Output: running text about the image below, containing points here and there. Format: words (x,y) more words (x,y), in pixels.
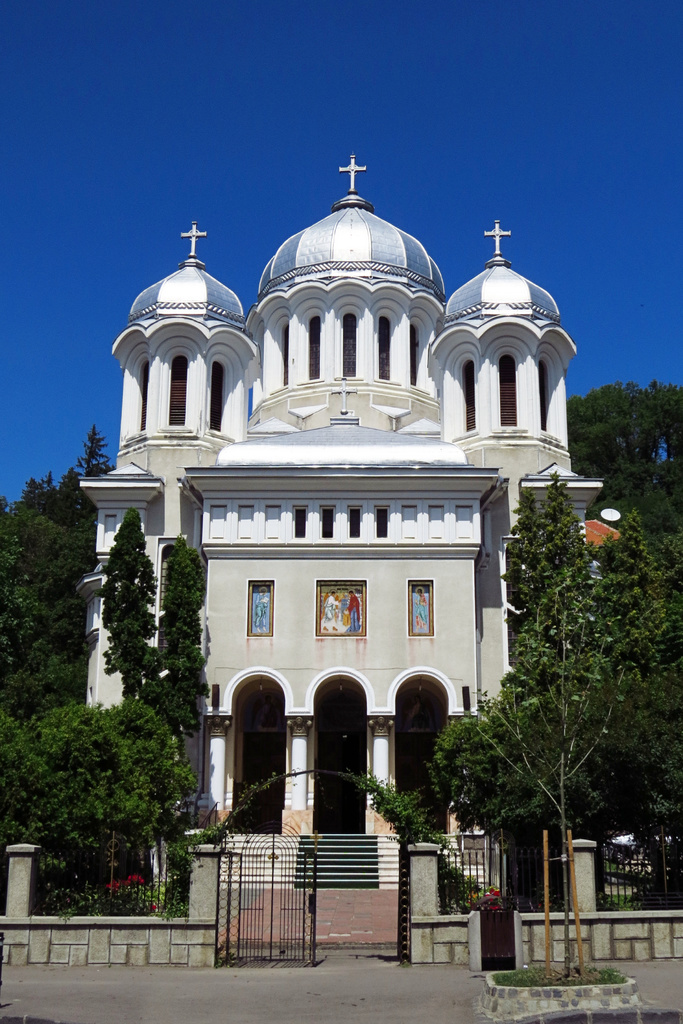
In the middle of this image (274,498) I can see a church (216,594). In front of this church (245,681) there are some trees (72,799) and a wall (98,924) along with the gate (402,888). At the bottom of the image (236,1005) I can see the road (221,1005). At the top (380,71) I can see the sky (284,125).
